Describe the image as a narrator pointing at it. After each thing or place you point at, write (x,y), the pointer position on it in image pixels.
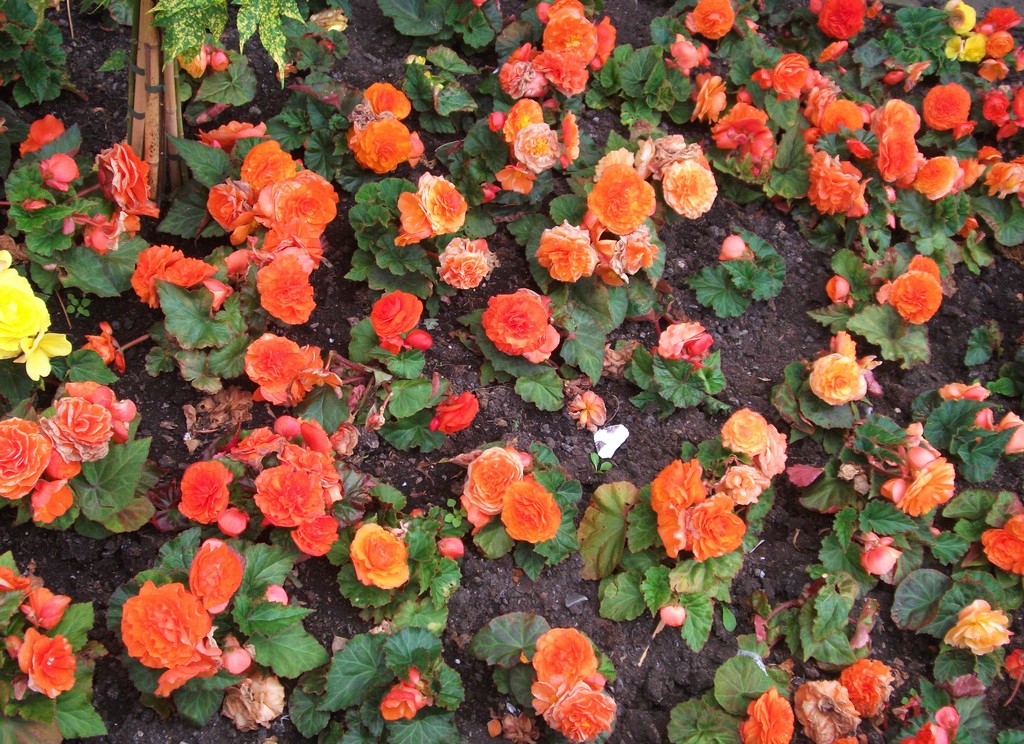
On the left side (63,495), there are orange color flowers (35,428) having green color leaves (466,107). On the left side (0,332), there is a yellow color flower (0,316) of a plant (32,339). On the top right (961,3), there are three yellow color flowers (970,45) of a plant (940,52). In the background (757,370), there are stones (927,1) on the ground (374,7).
